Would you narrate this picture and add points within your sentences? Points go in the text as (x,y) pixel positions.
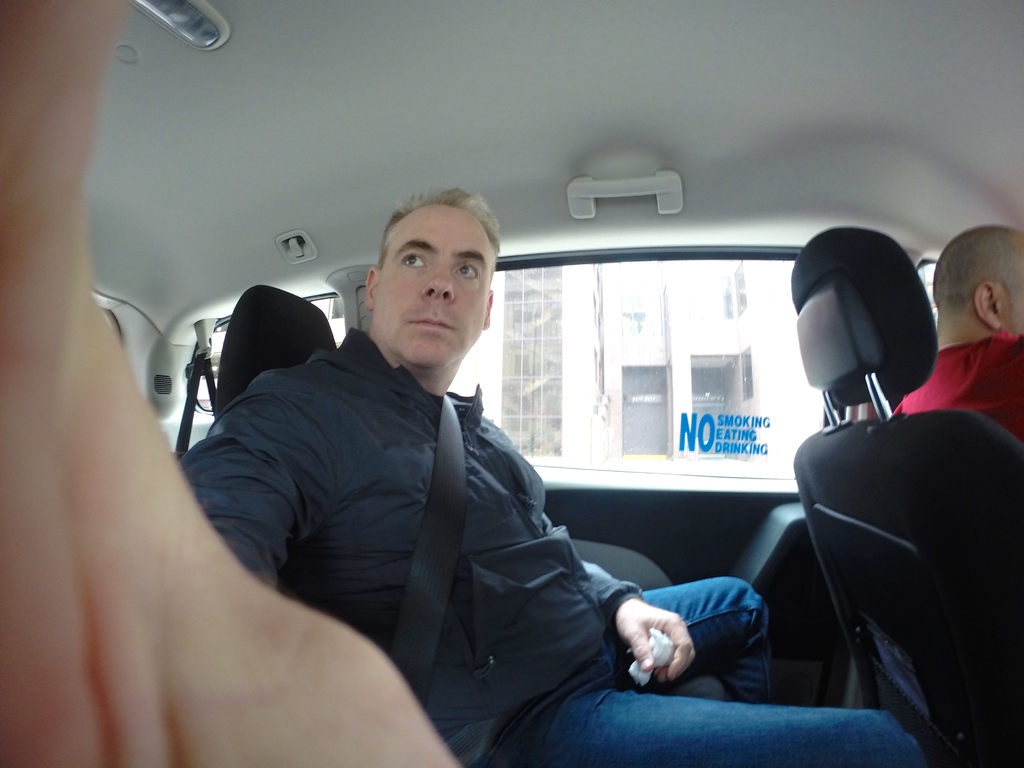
This is the picture of a man (360,564) in black jacket (487,597) sitting on a car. Behind the man (431,469) there is a glass window (530,438) through glass window (599,369) we can see a building (658,354).
